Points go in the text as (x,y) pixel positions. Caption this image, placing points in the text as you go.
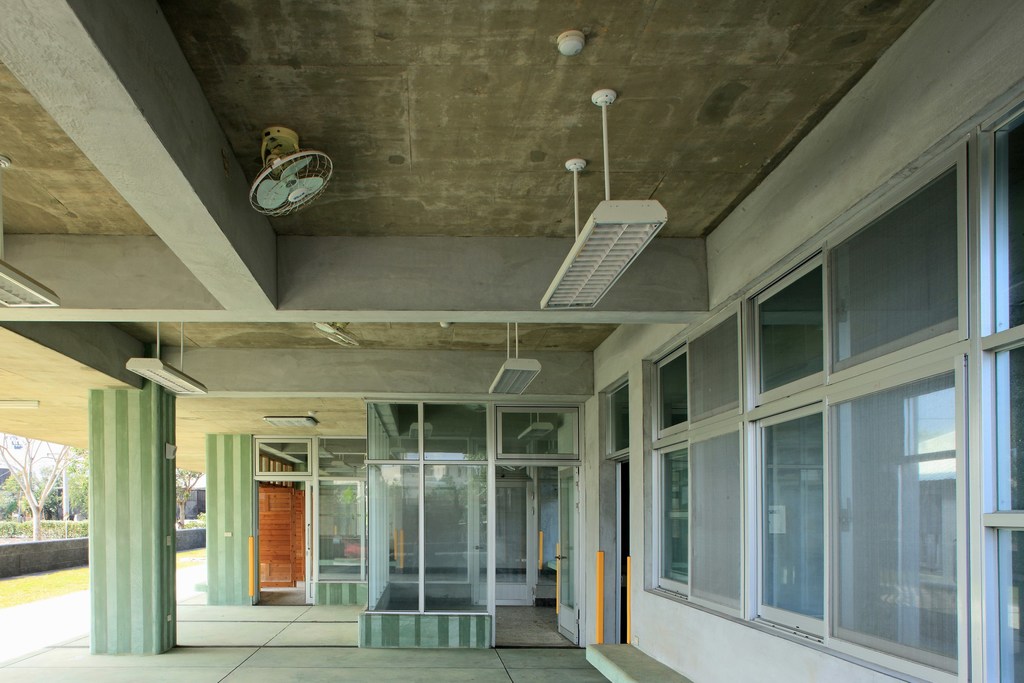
In this picture we can see a building (585,124), there are glasses (877,515) in the front (825,524), we can see pillars (211,543) in the middle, there is a fan (299,184), ceiling (372,132) and lights (593,286) at the top of the picture (593,223), on the left side (56,522) we can see grass (49,575), shrubs (71,522) and trees (78,480), we can also see a board (277,532) in the middle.
